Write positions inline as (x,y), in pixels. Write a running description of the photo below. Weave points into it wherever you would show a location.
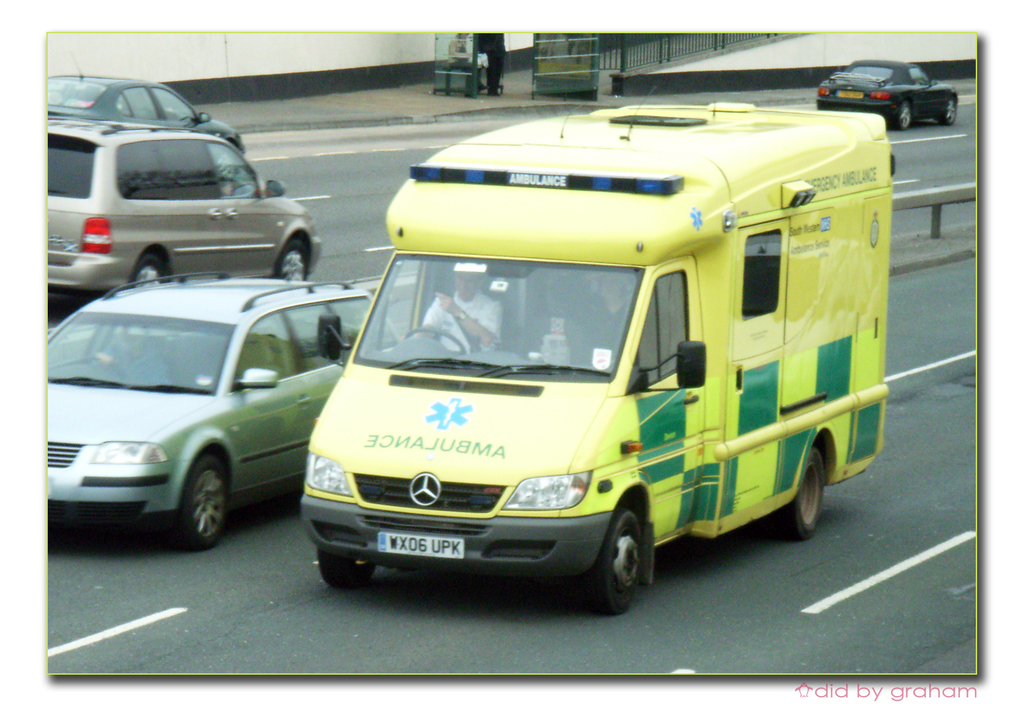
This is an edited image. I can see the vehicles (785,338) on the road (923,621). At the top of the image (490,79), there is a person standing and the iron grilles (615,56). At the bottom right side of the image (878,694), I can see the watermark (879,686).
